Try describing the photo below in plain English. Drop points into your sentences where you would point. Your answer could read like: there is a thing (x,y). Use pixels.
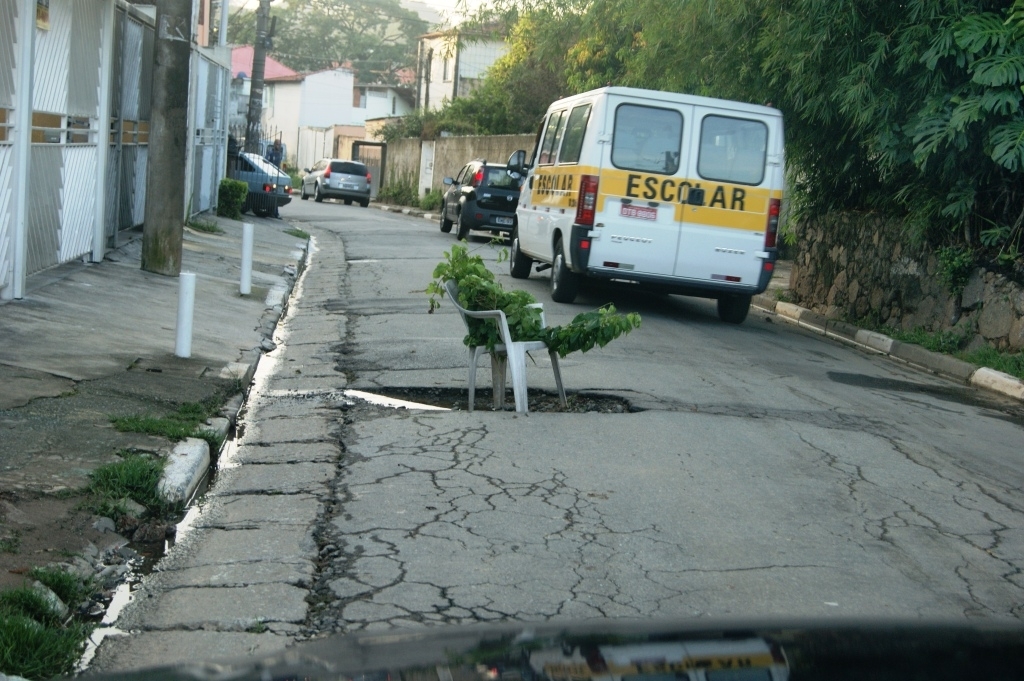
In this image we can see few vehicles (343,196) on the road (449,492), a chair (519,359) with branch (515,311) of tree (532,327) and there are poles (174,135), rods (248,238), few buildings (282,70) and trees (545,105).
